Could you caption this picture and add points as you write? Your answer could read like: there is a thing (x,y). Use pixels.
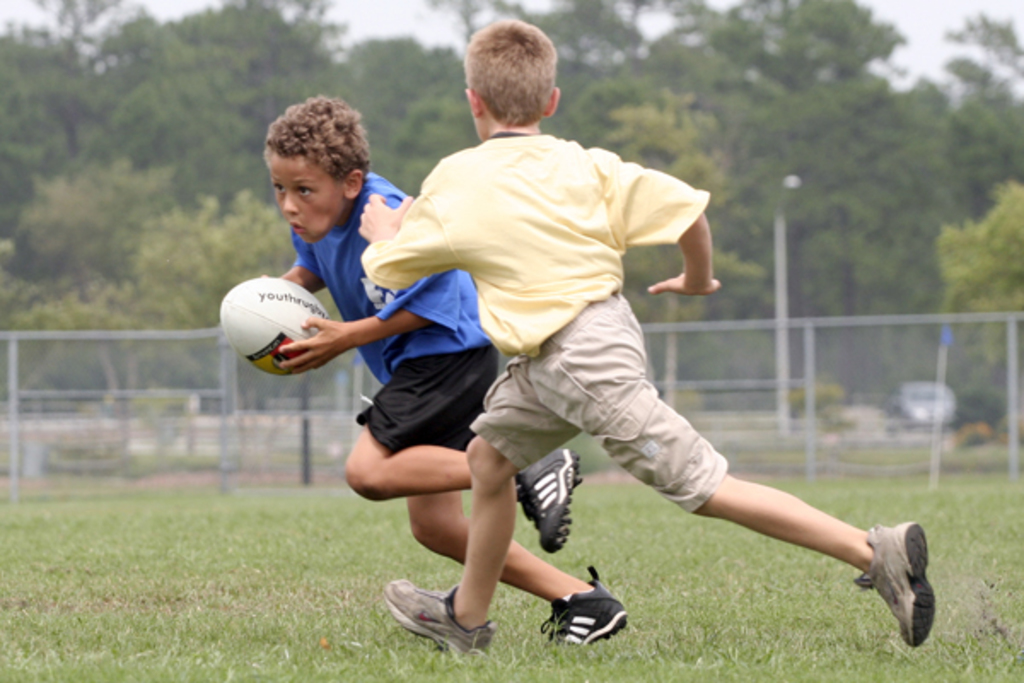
This picture is taken in a ground (596,534). In the center (653,422) there are two kids (404,602) running and playing with the ball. A kid (300,225) towards the left (321,218), he is wearing a blue t shirt (343,268) and black shorts (421,388). A kid (614,219) towards the right (875,559), he is wearing a yellow t shirt (534,298), cream shorts (584,395) and grey shoes (875,544). In the background (866,106) there are group of trees (190,178) and fence (924,362).
